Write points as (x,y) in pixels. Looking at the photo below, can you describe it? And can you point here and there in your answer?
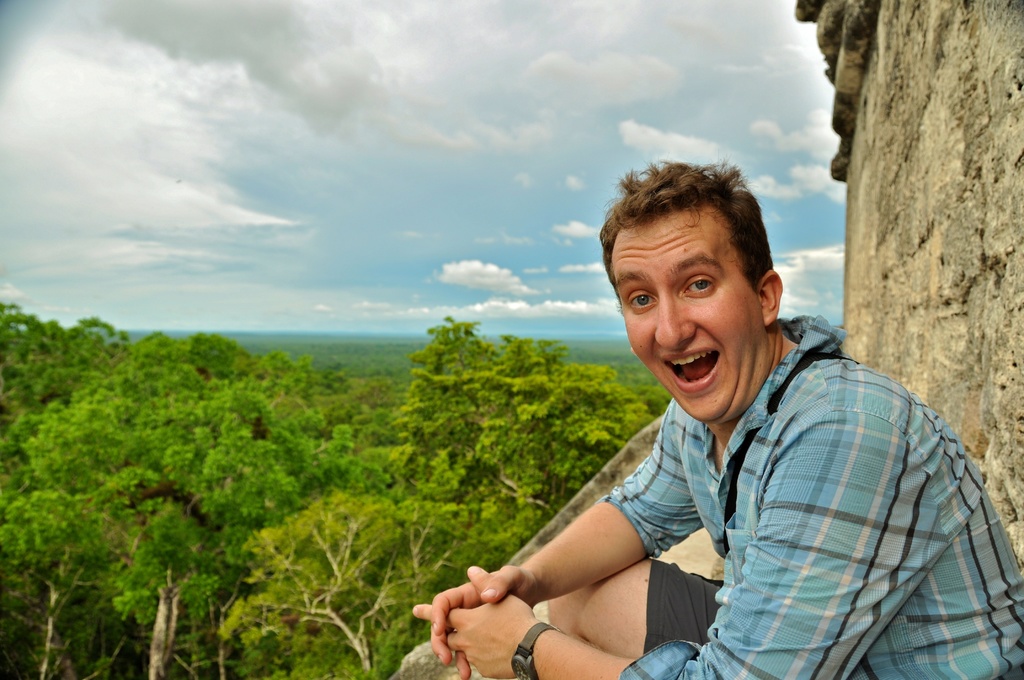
In this picture there is a boy (897,574) wearing blue color shirt (881,618) is sitting and giving a pose. Behind there is a granite fort wall (913,334). On the top (335,180) there is a sky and white clouds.
